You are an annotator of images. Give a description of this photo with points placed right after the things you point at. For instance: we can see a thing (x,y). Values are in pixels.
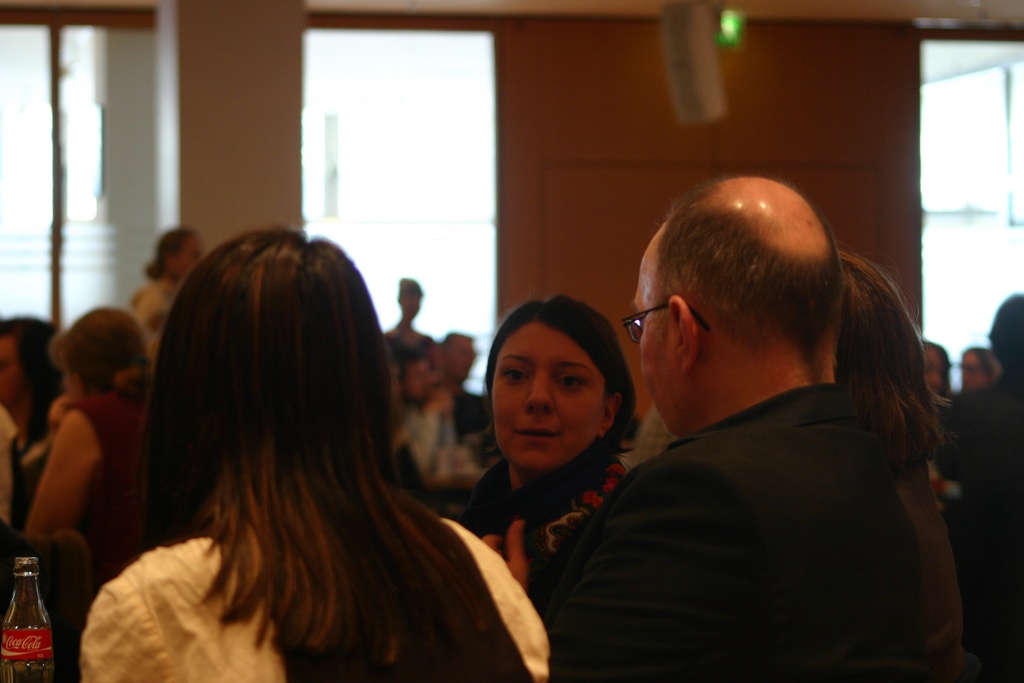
In this image we can see a group of persons (801,359) are standing, and in front (558,445) here some people (419,378) are sitting on the chair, and here is the wall (644,50).
